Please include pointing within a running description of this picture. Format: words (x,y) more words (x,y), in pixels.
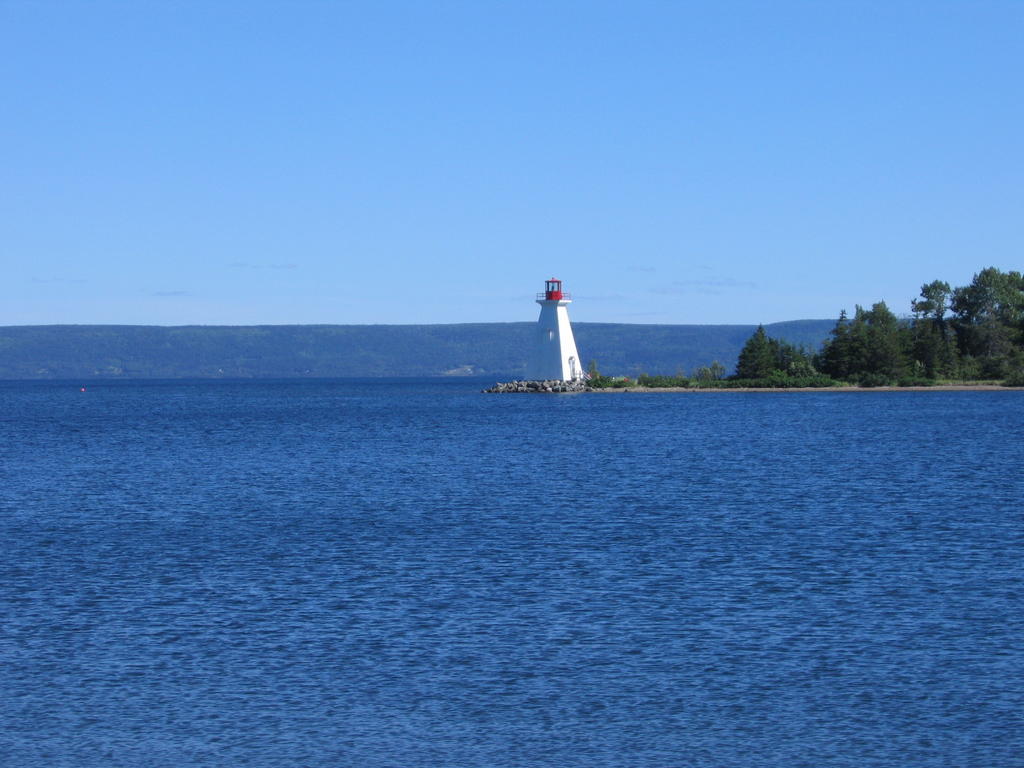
This picture shows water (16,390) and we see a blue sky (764,174) and a tower (560,312) and we see trees (939,376).
